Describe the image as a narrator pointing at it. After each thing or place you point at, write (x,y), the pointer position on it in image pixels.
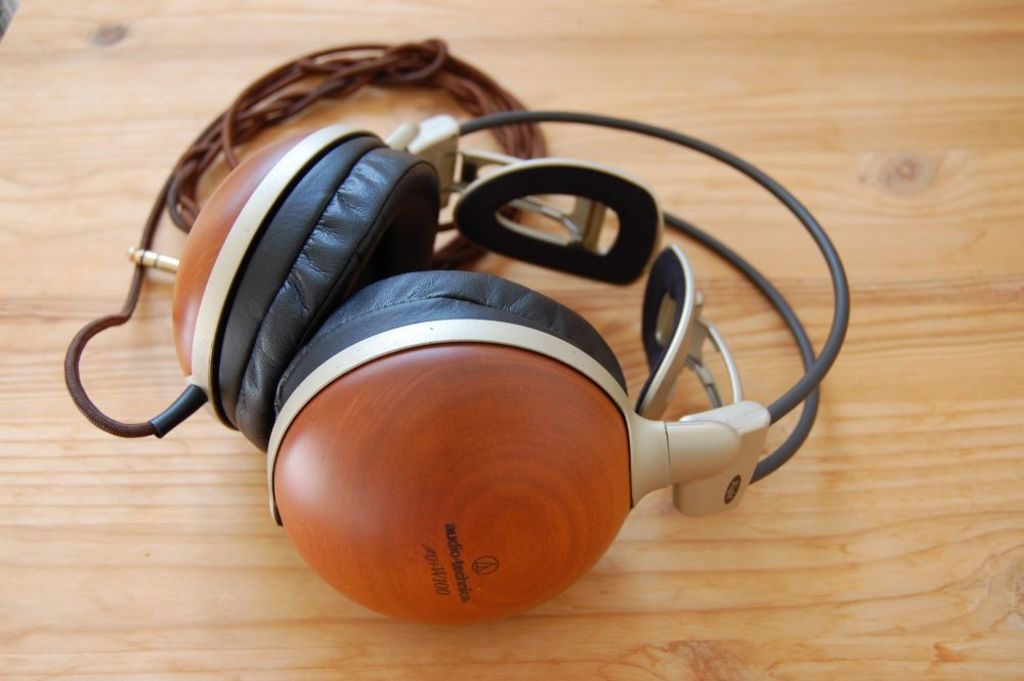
In this image we can see headset (269,295) placed on the table (634,523).
